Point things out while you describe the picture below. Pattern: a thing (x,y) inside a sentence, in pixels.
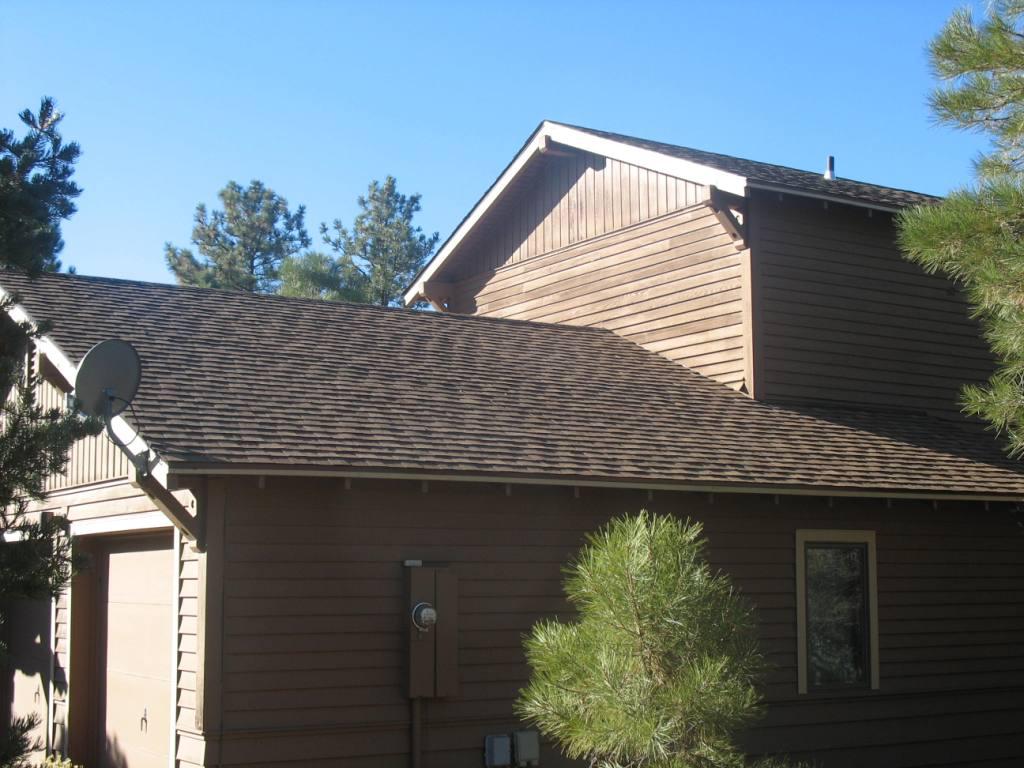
In the image we can see there are trees (543,708) and there are buildings (688,314). There is a dish tv antenna (106,412) kept on the roof (290,392) of the building (280,414). The sky (433,69) is clear.
